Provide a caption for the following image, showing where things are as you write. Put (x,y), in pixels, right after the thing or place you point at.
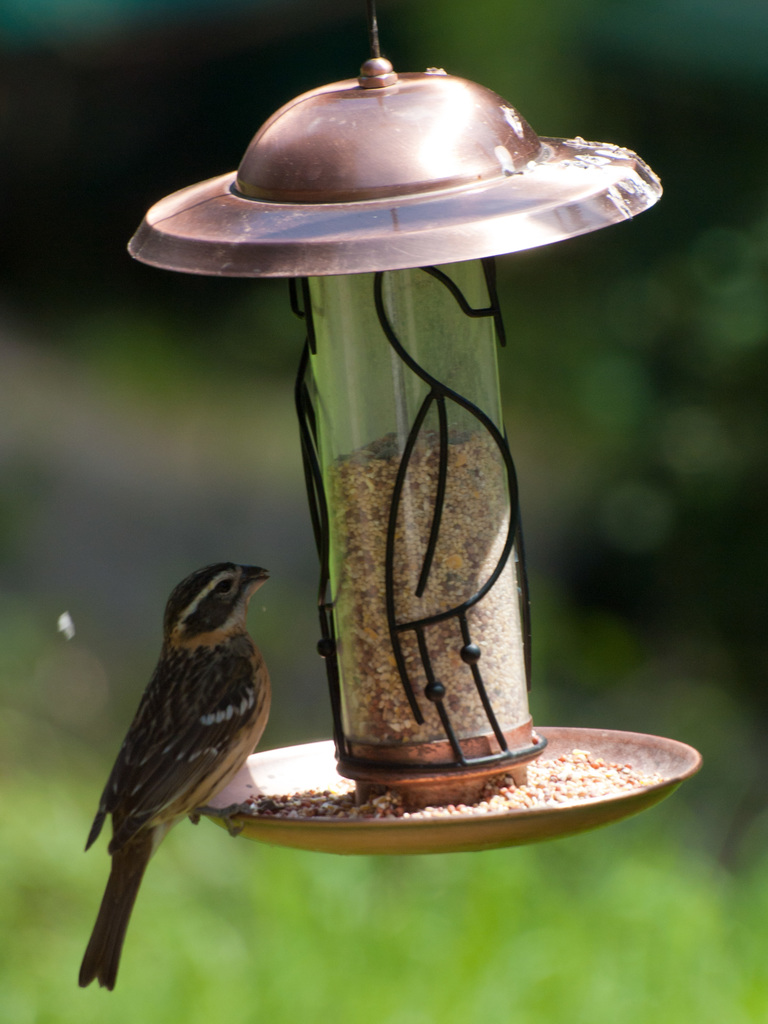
In this picture we can see a bird (120,890) and blurry background (743,707).
